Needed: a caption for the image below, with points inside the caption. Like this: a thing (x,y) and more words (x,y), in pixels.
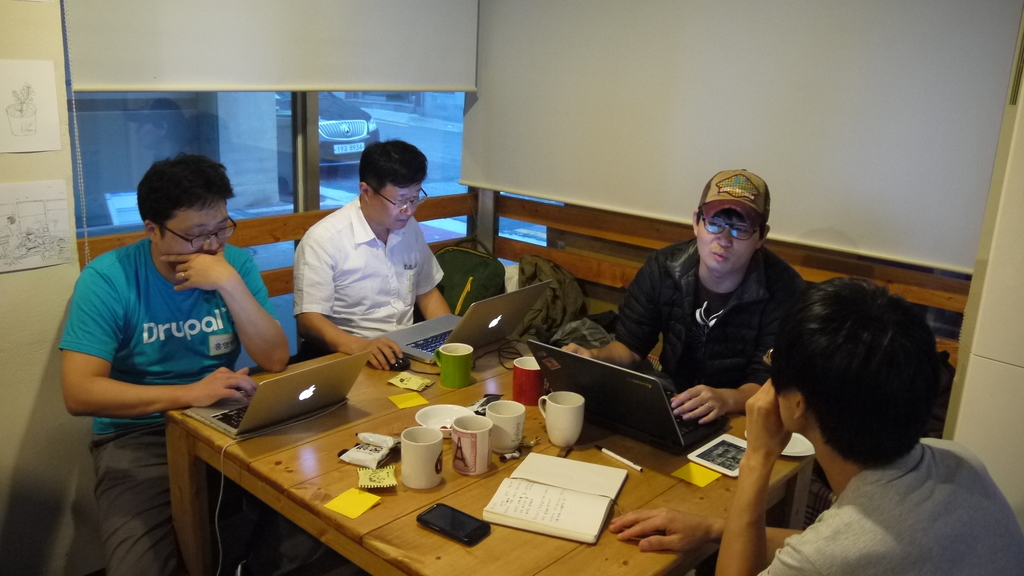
This is the picture four people (229,300) sitting on the chair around table (316,434) on which we have some laptops (398,342), books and cups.
